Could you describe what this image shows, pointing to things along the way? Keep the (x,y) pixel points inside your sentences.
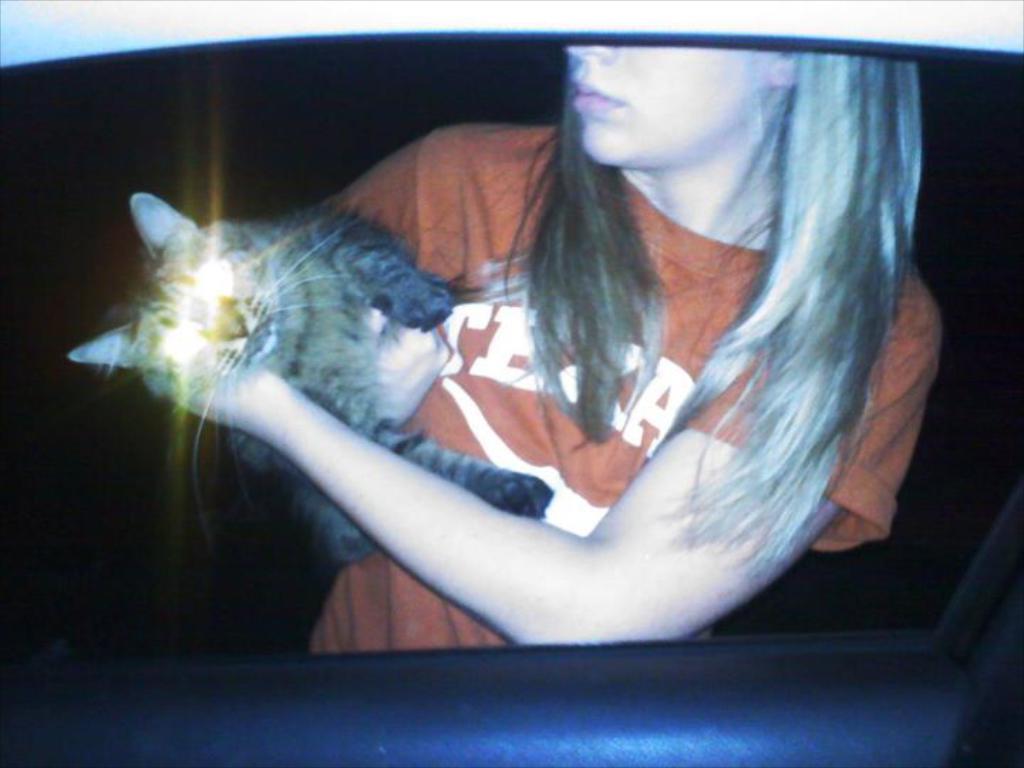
A girl (815,489) is wearing a t-shirt (621,396) holding a cat (493,466) in the dark.
